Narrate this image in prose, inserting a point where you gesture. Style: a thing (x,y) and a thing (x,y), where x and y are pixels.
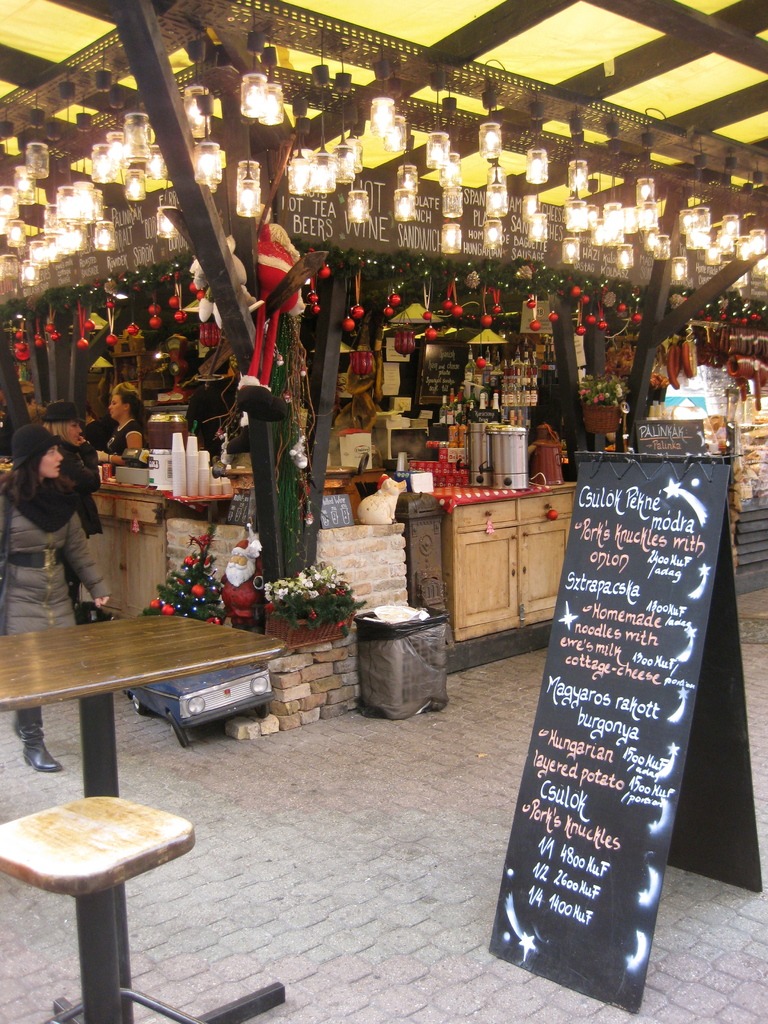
In the image we can see there are people (48,541) who are standing and there is a market (451,386) and on the black board (602,679) there is written something.
